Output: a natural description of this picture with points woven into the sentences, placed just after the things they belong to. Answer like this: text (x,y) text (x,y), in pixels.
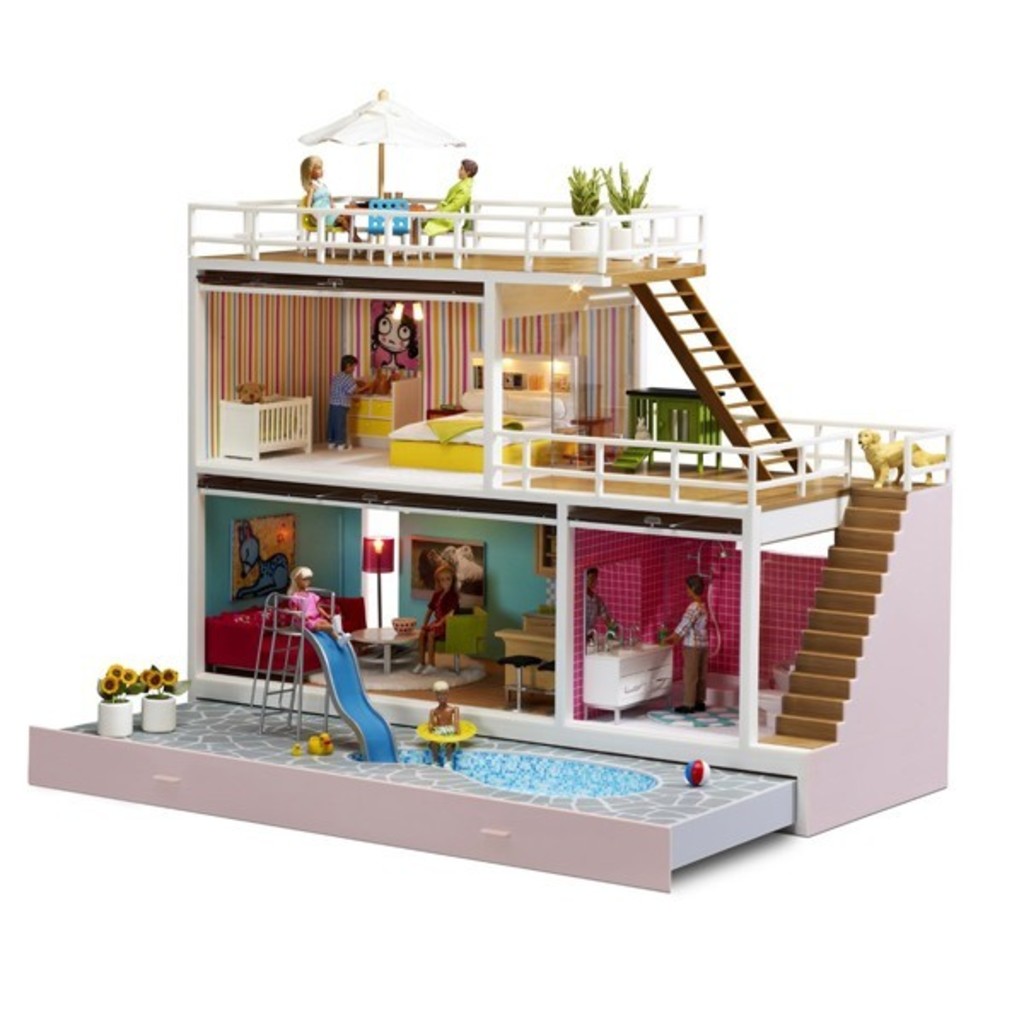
Here in this picture we can see a doll house (567,320) present over a place and in that we can see staircase (884,513), ladder (745,442), plants (107,702) and people (430,223) all present in that.
